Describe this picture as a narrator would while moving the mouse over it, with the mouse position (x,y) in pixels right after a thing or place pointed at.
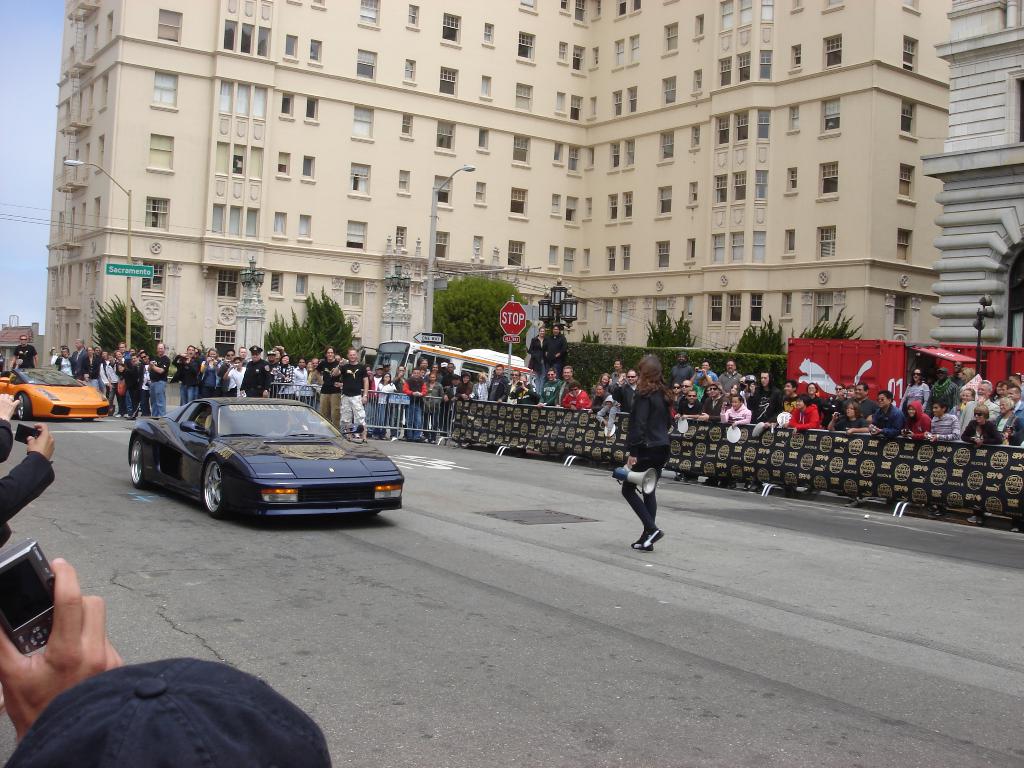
In this image few people (518,377) are standing behind the fence (405,404). A person (661,461) holding a sound speaker (622,480) is walking on the road (620,597). Few vehicles (51,393) are on the road (344,538). Left bottom there is a person's hand (53,635) holding a camera (44,609). A person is holding a mobile (26,426) in his hand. There are few street lights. Behind there are few trees (302,349). Background (87,309) there are few buildings (302,230). Left side (33,203) there is sky (18,148).
